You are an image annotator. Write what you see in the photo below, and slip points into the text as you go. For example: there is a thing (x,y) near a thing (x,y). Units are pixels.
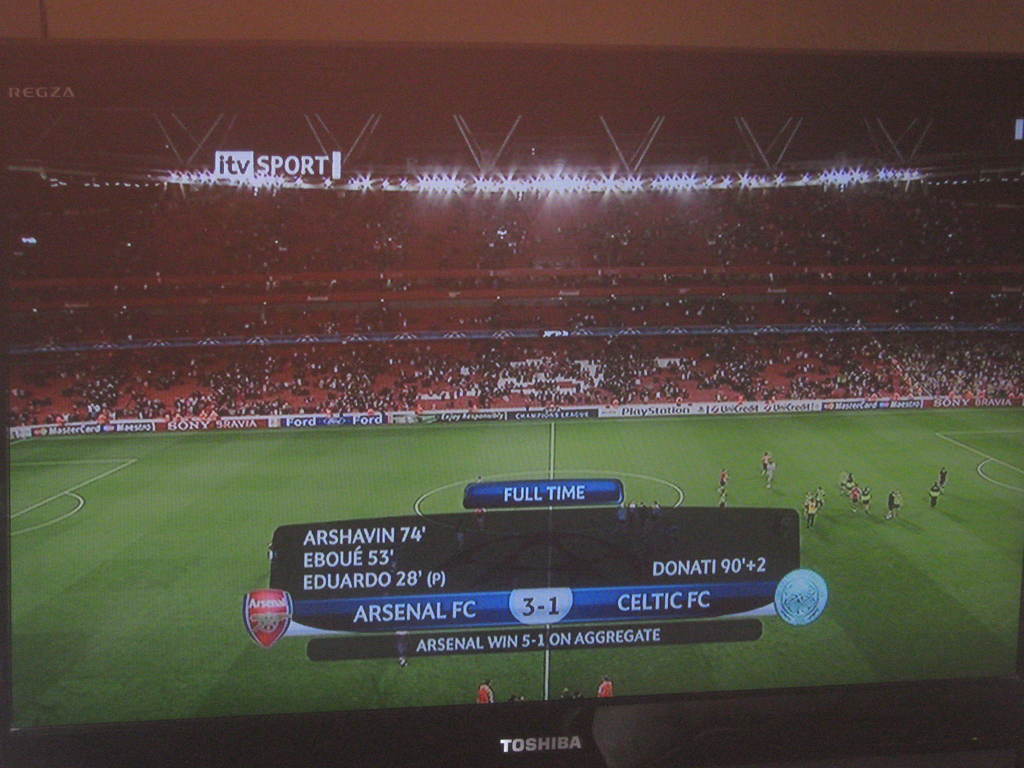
In this image we can see players (772,478) in a ground (746,470). At the bottom (460,635) there is a text (399,582). In the background (728,325) there are chairs (537,375), crowd (480,392), lights (421,177) and sky (563,127).
